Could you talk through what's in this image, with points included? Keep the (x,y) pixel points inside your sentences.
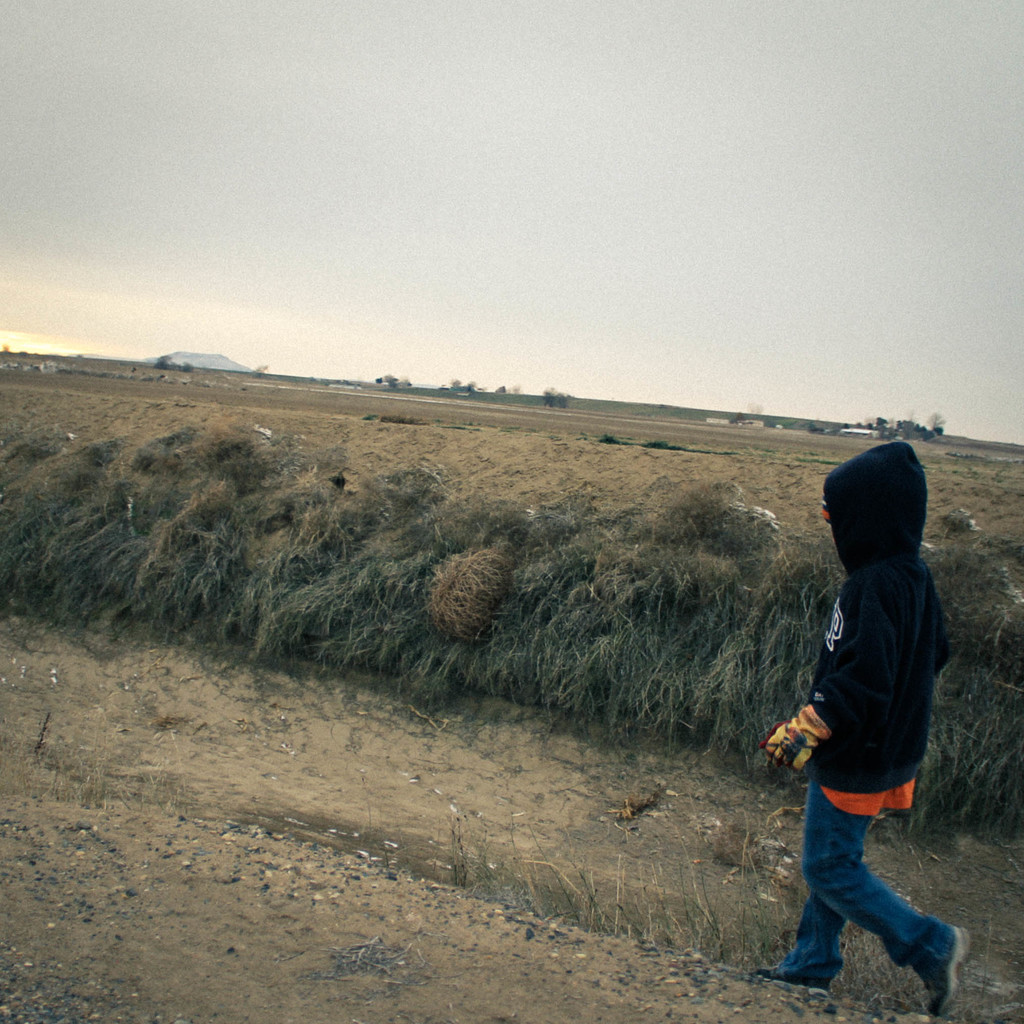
In this image we can see a person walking and to the side, we can see the grass stalks (758,659) and there are few trees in the background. At the top (474,340) we can see the sky (536,156).
